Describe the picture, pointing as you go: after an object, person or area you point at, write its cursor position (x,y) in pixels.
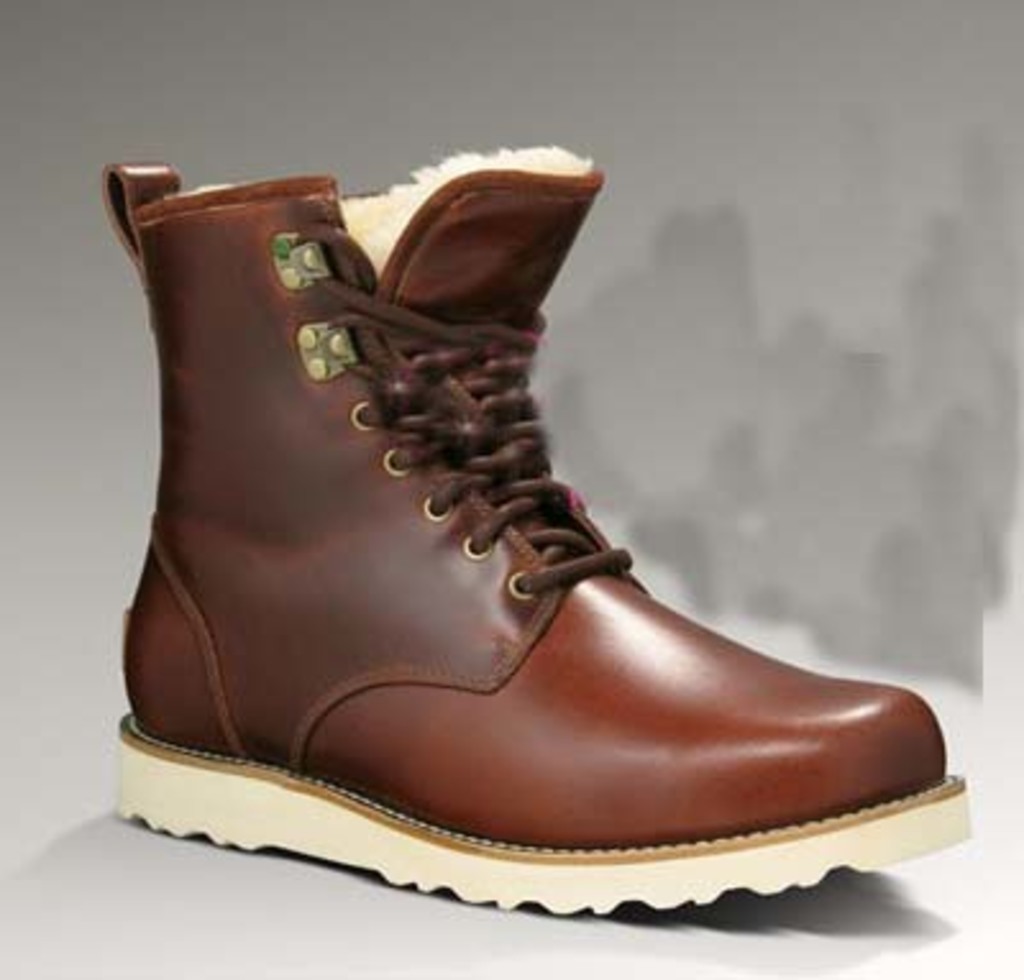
In this image we can see a shoe (489,200) and grey color background (696,491).
